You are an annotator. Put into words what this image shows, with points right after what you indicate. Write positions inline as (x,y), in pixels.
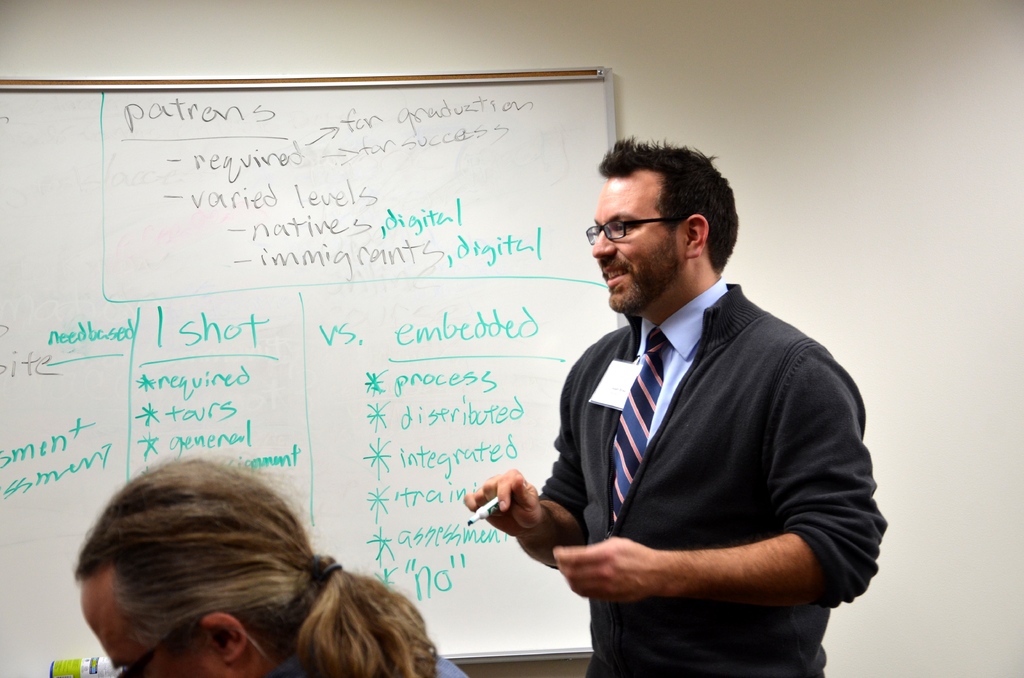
In this image we can see a person (659,425) wearing specs (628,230). And he is holding a pen (478,517). And there is another person (301,582). In the back (611,84) there is a board (525,83) on the wall (743,68). On the board (465,224) something is written.
